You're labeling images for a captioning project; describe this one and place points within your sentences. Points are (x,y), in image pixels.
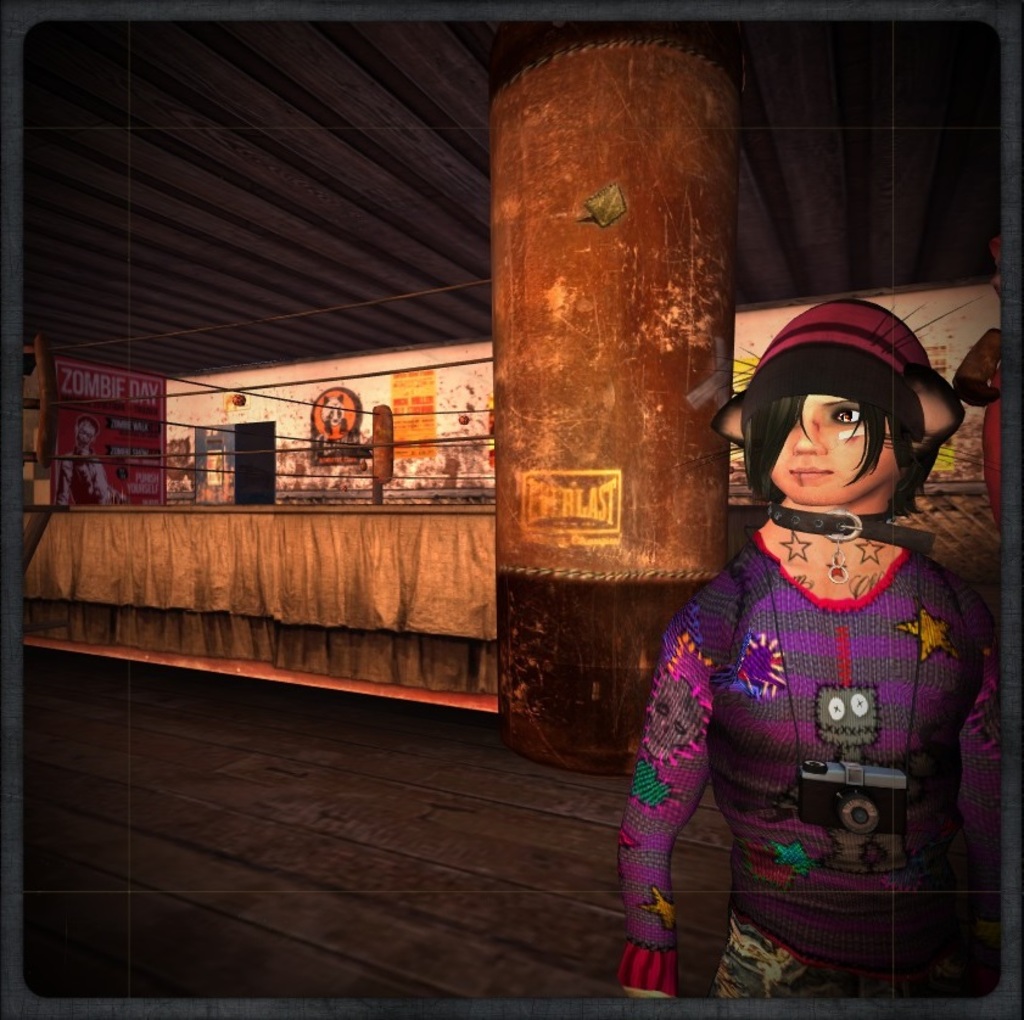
In this image I can see the animated picture. In front (818,628) the person (812,667) is wearing purple color dress (812,667). In the background (620,414) I can see the pillar (678,414) and few objects (414,387) attached to the wall (451,401).
